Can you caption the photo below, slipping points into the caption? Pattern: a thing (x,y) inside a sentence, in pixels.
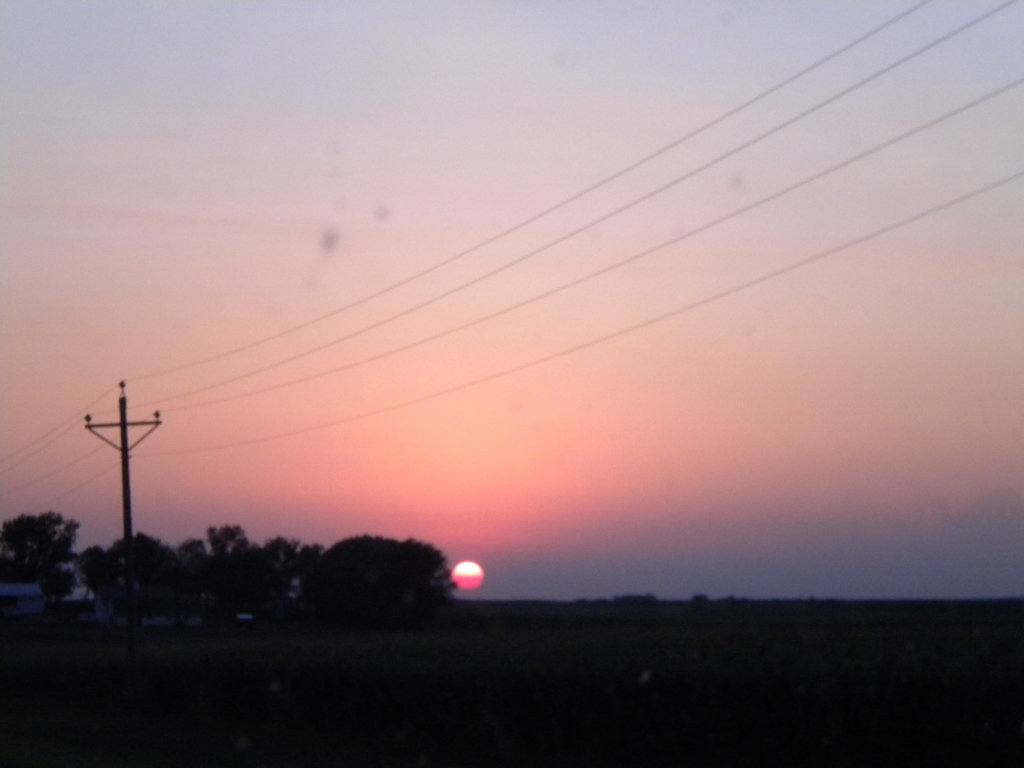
In the picture we can see a surface (772,674) far away from it, we can see some trees (256,551) and pole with wires (459,332) to it and in the background (643,178) we can see a sky (604,509) with sun (462,587).
